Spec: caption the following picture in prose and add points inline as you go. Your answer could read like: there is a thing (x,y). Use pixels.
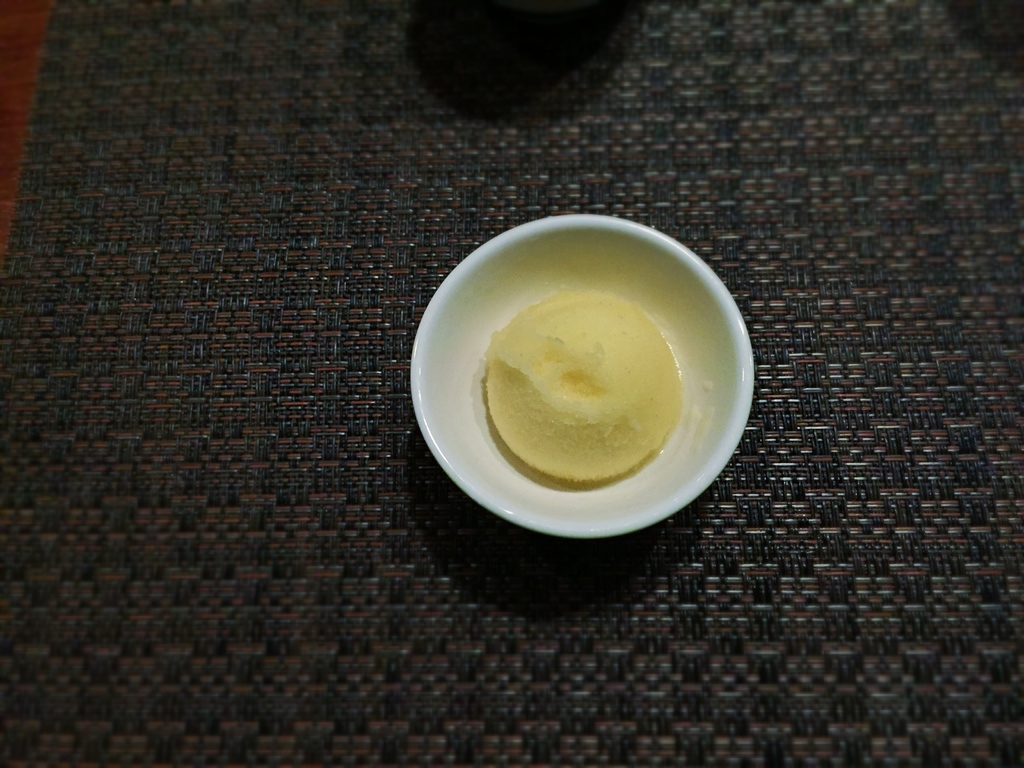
In the image there is an ice cream cup (532,342) on a carpet (759,139).
